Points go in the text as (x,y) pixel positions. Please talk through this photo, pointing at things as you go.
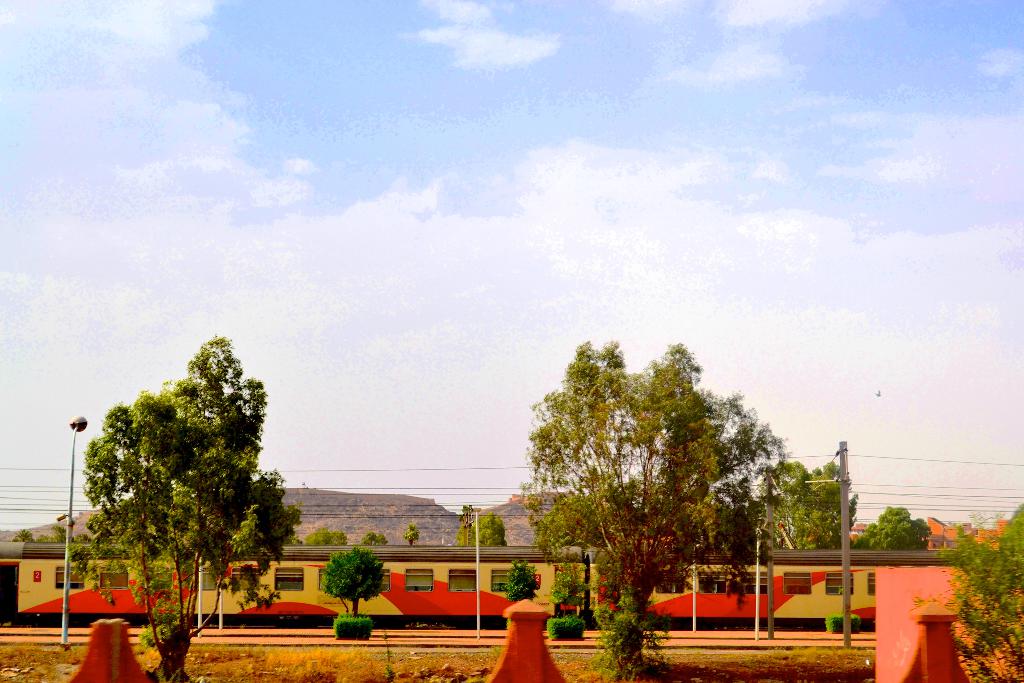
In the foreground (942,658), there are pillars (954,649) and a tree (1002,634) on the right side (990,649). In the background (657,584), there are trees (348,585), plants (524,597), poles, track (382,646), a train (447,605) moving on the track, cables (429,497), mountains (386,527), bird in the sky (867,386) and the cloud (556,268).
